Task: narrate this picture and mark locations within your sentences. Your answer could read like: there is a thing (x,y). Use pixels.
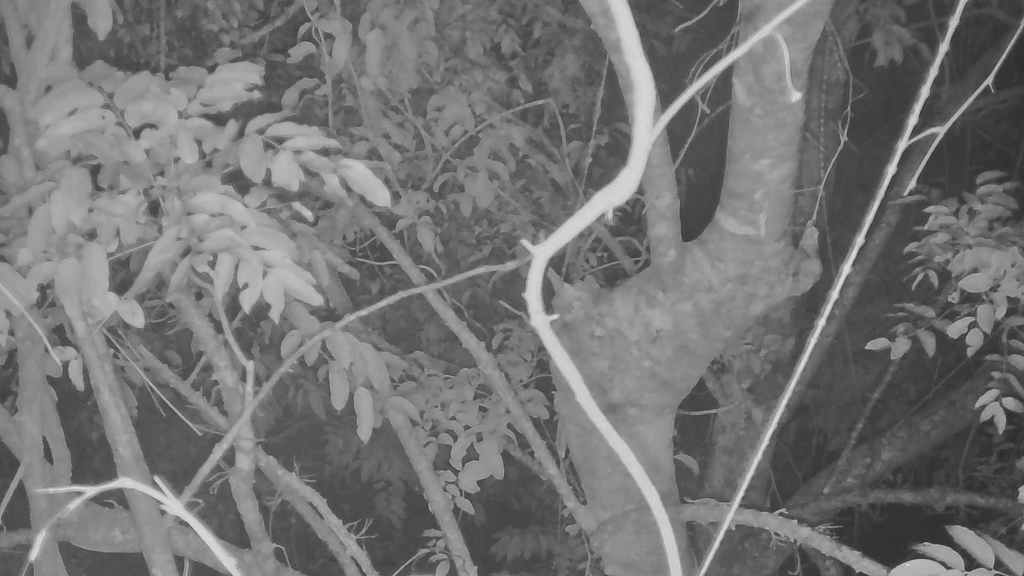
It is the black and white image in which we can see the trees (579,359) and leaves (240,306). In the middle (595,370) there is a tree trunk (613,468). Beside it there are wooden sticks (145,534).
